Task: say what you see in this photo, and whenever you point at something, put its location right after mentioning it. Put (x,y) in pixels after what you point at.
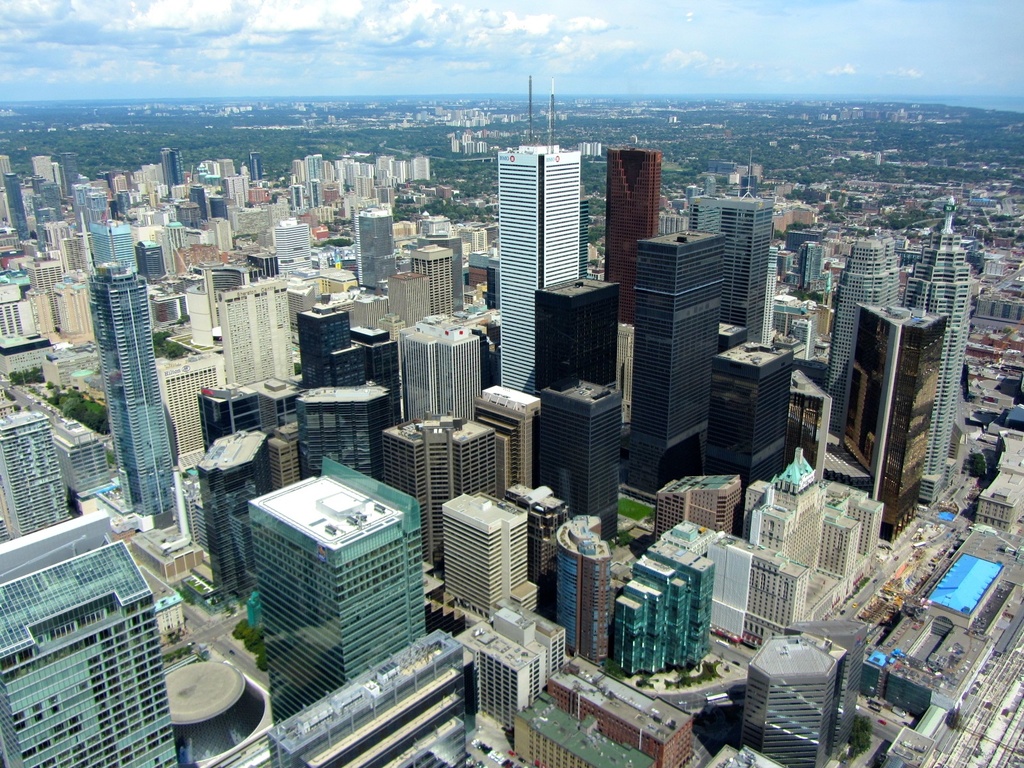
This image is an aerial view. In this image there are buildings (827,564) and we can see roads (229,657). In the background (464,47) there is sky (316,41). There are trees (86,419).
